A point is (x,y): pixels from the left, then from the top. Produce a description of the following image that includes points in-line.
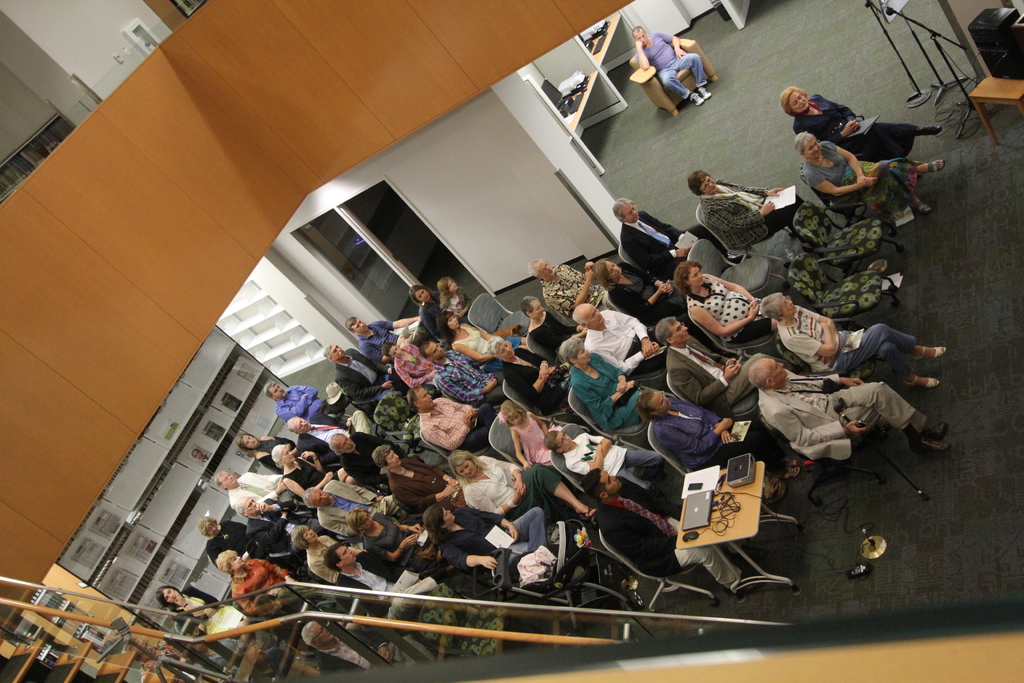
In this image in the center (342,446) there are persons (501,415) sitting on the chair (840,234) there is a table (738,519) in the center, on the table (737,532) there are papers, there is a laptop (707,512) and there are wires (723,512) and black colour object (742,480). In the front (246,633) there is a staircase (180,667). In the background (673,67) there is a person (660,75) sitting and there are desks (599,54) and on the desk (609,27) there are computers (554,93) and there is a door (377,250). On the right side (984,36) there is an object (993,47) which is black in colour on the stool (1003,98) and there is a mic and there are stands (926,57) which are black in colour.
